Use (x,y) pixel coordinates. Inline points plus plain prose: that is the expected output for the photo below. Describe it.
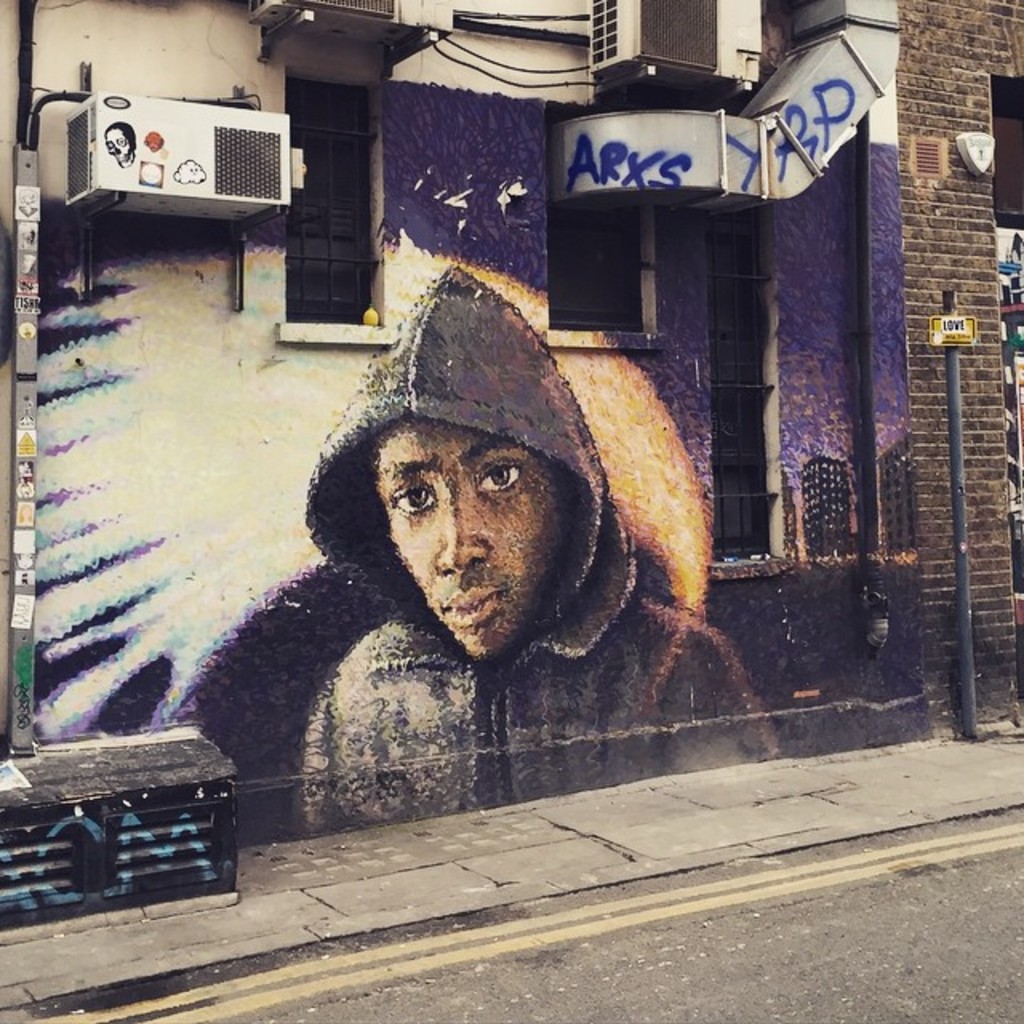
In this picture I can see the painting (612,566) of a man (442,503) which is painted on the wall (793,601). On the wall (395,233) I can see the ducts (584,177) and exhaust machines (689,53). On the right (948,483) I can see the black pole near to the brick wall (990,513). At the bottom (648,964) there is a road (602,958).
